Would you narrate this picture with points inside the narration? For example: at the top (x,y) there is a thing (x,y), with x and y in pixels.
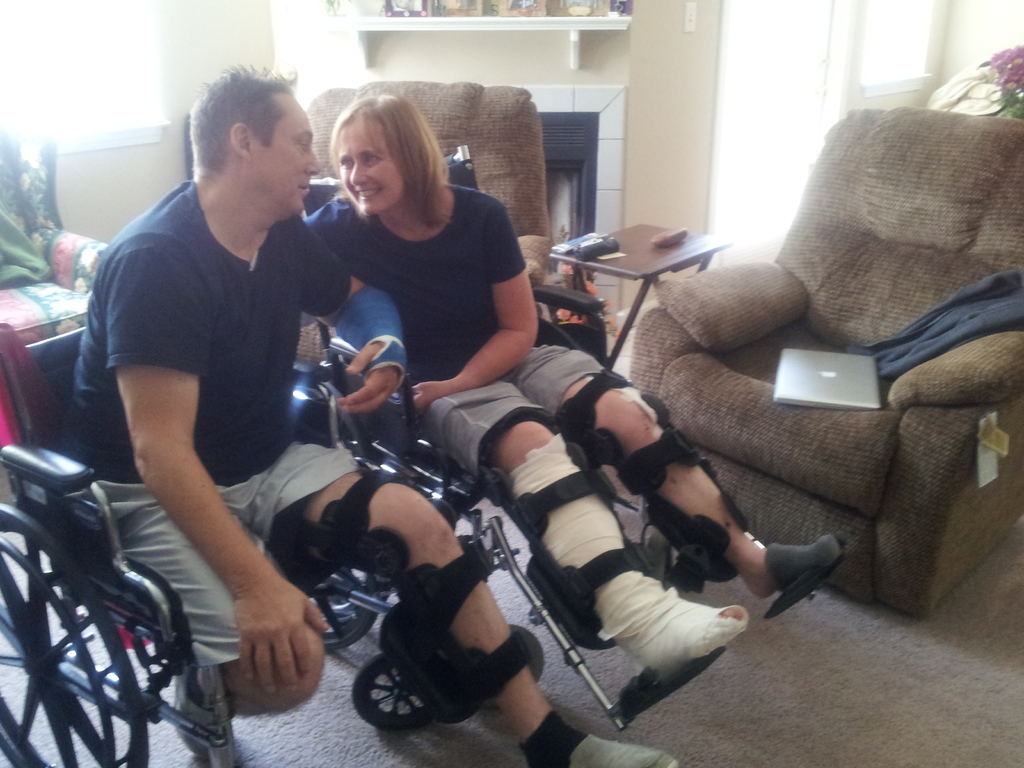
This picture describe about the inner view of the living room (151,147) in which man (296,304) and the woman (413,288) are sitting on the wheelchair (471,526), A man (239,426) wearing black t-shirt (237,424) has him left hand (362,396) fracture and a woman (438,283) wearing black t-shirt (452,307) and grey shorts (534,400) has right leg (621,607) fracture. Beside we can see the brown sofa (737,314) and laptop (828,382) on it. Behind we can see the table (646,255) and phone (602,251) and white floating rack (562,17) with decorative items (479,10) on it. and glass window (45,139) on the left wall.
